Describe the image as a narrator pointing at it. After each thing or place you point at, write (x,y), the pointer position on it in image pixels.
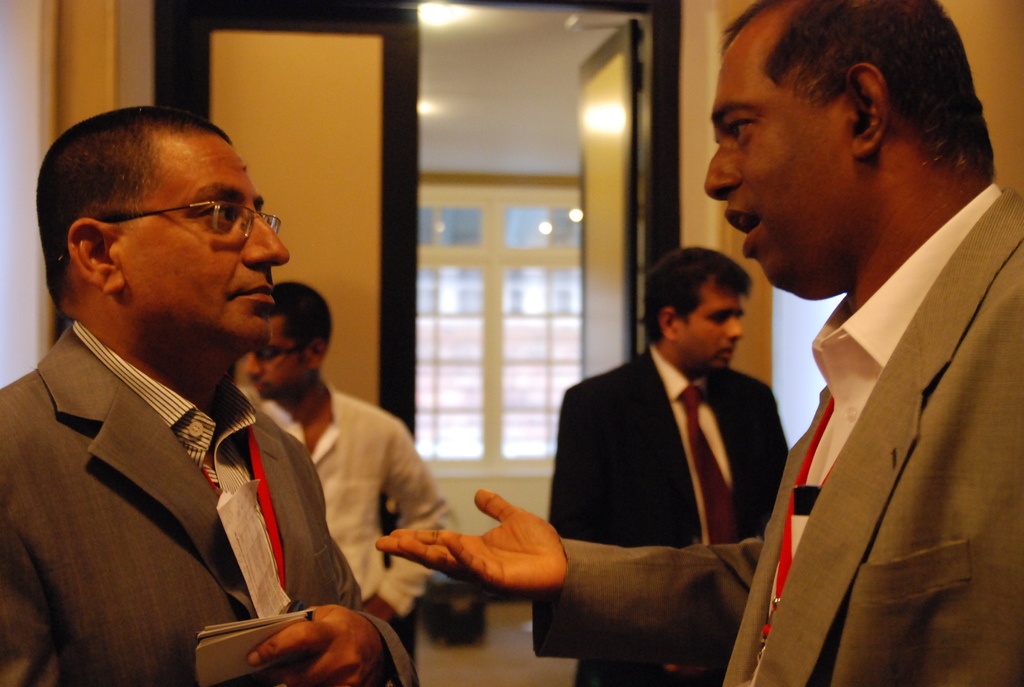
In this picture we can see some people (421,519) are standing and talking inside a room (528,673).
